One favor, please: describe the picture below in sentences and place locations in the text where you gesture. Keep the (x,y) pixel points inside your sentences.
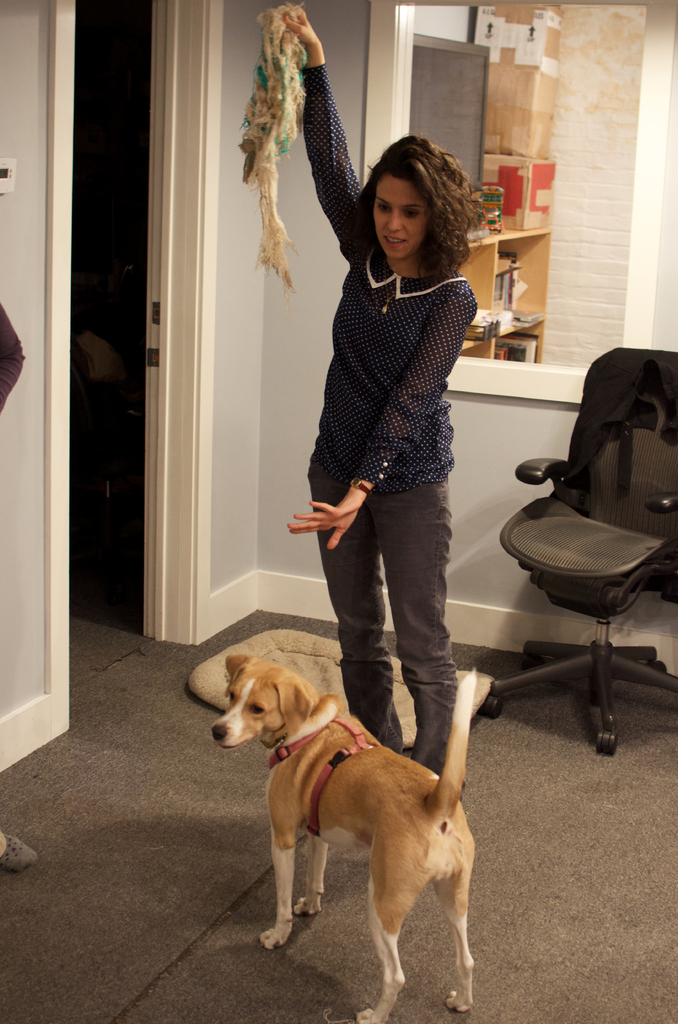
In this image in the center (338,414) there is one woman (379,357) standing, and she is holding some cloth (288,130) and also there is one dog (381,842). In the background (563,588) there is a chair (563,558), wall (283,464), carpet (283,661), cupboards (537,290) and in the cupboards (486,288) there are some papers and other objects (527,341) box (527,168) and some other objects (438,61). At the bottom (533,868) there is floor (506,868).
